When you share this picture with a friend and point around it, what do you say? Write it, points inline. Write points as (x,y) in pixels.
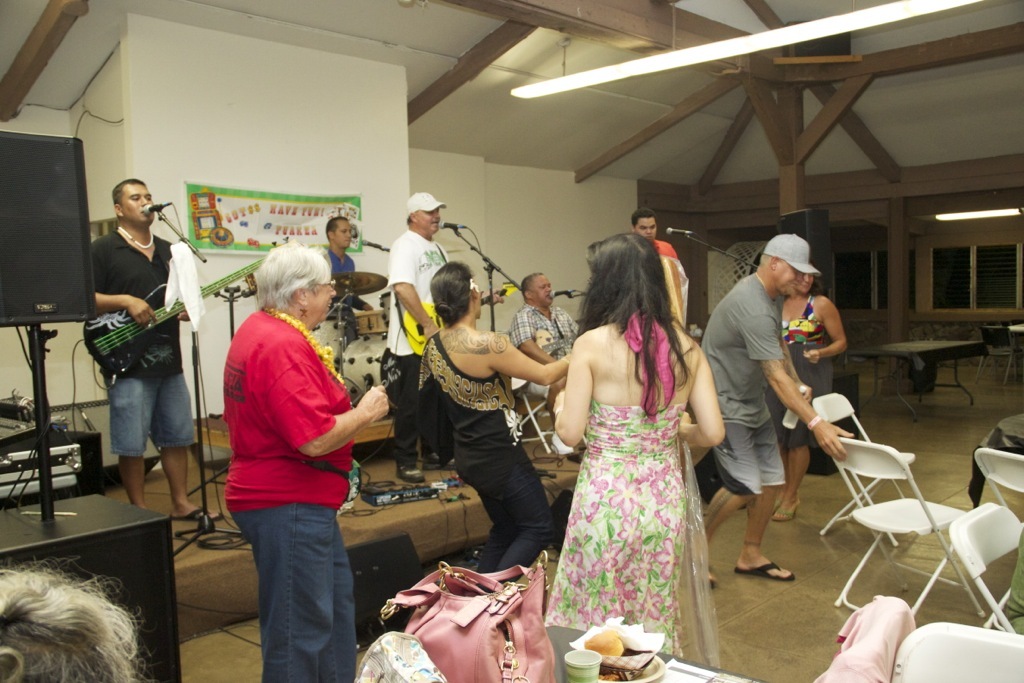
In this image I can see number of people (683,467) are standing. I can also see few of them are holding guitars (508,289) and one is sitting next to a drum set (377,383). Here I can see few chairs (967,569), tables (945,352) and a bag (518,584).
